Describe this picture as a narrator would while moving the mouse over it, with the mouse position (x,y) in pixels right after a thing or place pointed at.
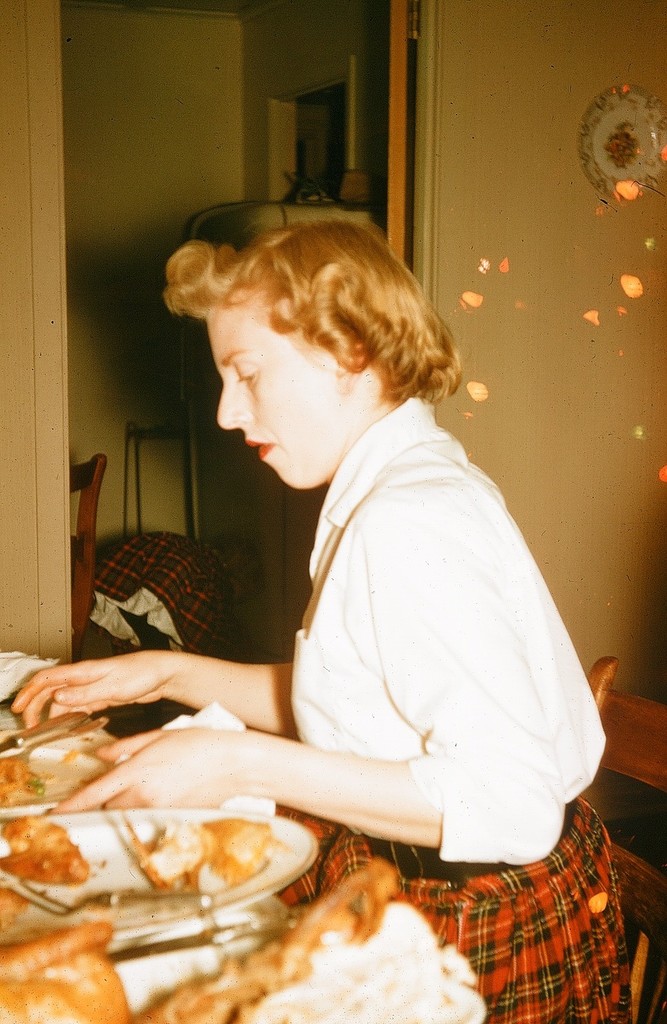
In this picture there is a woman (588,779) sitting on a chair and we can see plates (277,878), food (122,1018) and objects (73,719) on the table (61,766). In the background of the image (159,534) we can see object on the wall (511,109), door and clothes (168,579).
